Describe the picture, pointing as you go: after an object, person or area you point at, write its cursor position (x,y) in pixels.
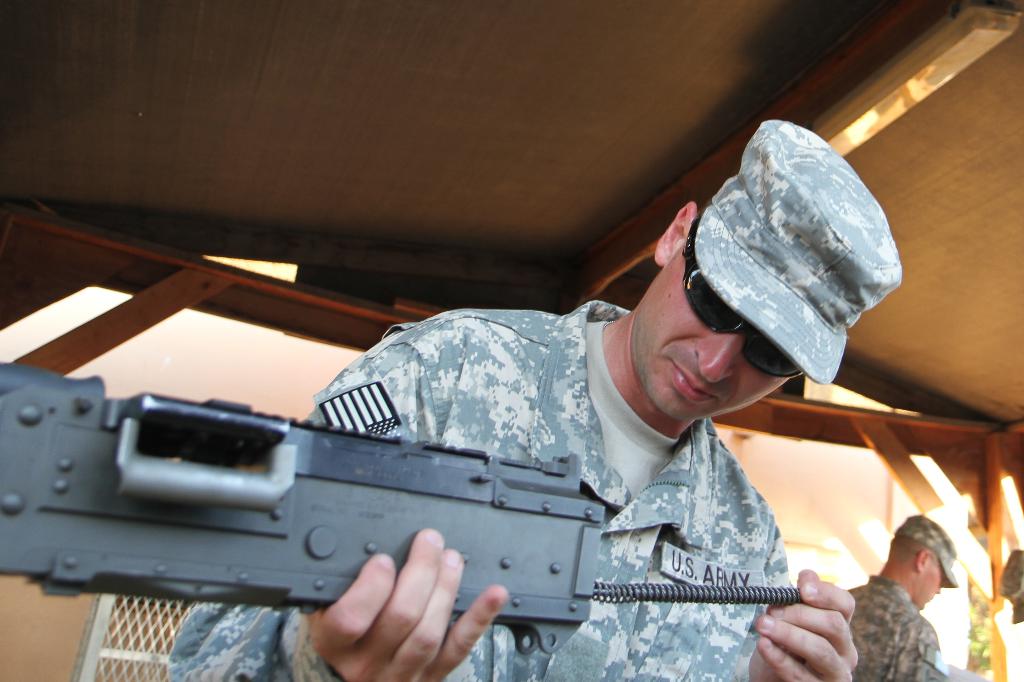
In this image we can see two persons (719,385) wearing camouflage dress (666,480), in the foreground of the image (323,393) there is a person (600,626) holding some weapon (455,533) in his hands (439,628) and in the background of the image (905,290) there is wooden wall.
